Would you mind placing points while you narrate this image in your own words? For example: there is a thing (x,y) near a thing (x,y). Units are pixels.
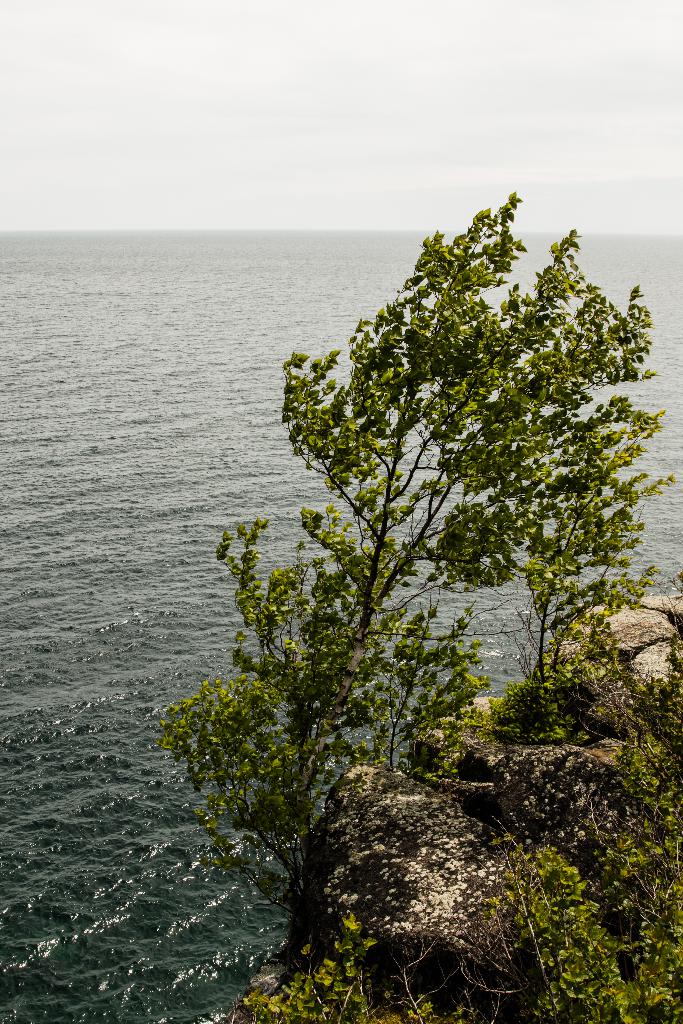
In this image I can see the trees (370,716) and rocks (593,767). To the side of the trees (337,693) I can see the water (171,339). In the background (278,50) there is a sky (370,50).
